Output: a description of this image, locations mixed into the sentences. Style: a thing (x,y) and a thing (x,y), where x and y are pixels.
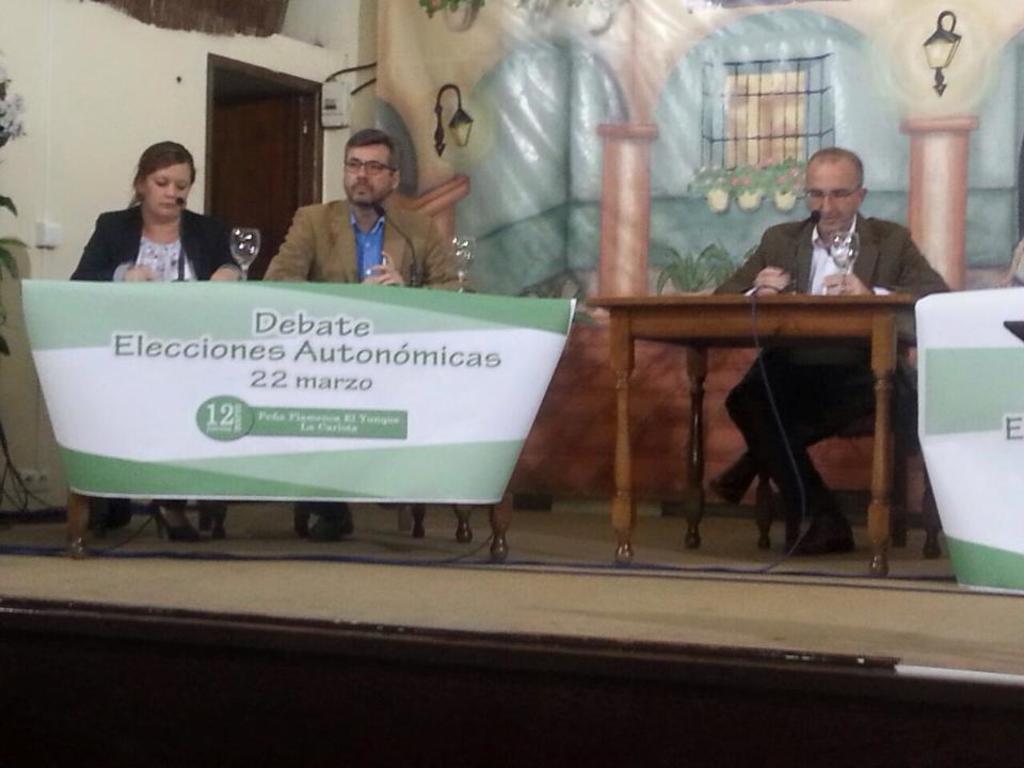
In this image there are three people (863,364) sitting on the chairs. In front of them there are tables (622,341). On top of it there are glasses (853,254). In front of there are banners (968,440). On the left side of the image (213,110) there is a door (213,110). There is a wall (116,110). There is a flower stand (10,99). In the background of the image (603,70) there is a banner (753,134).
